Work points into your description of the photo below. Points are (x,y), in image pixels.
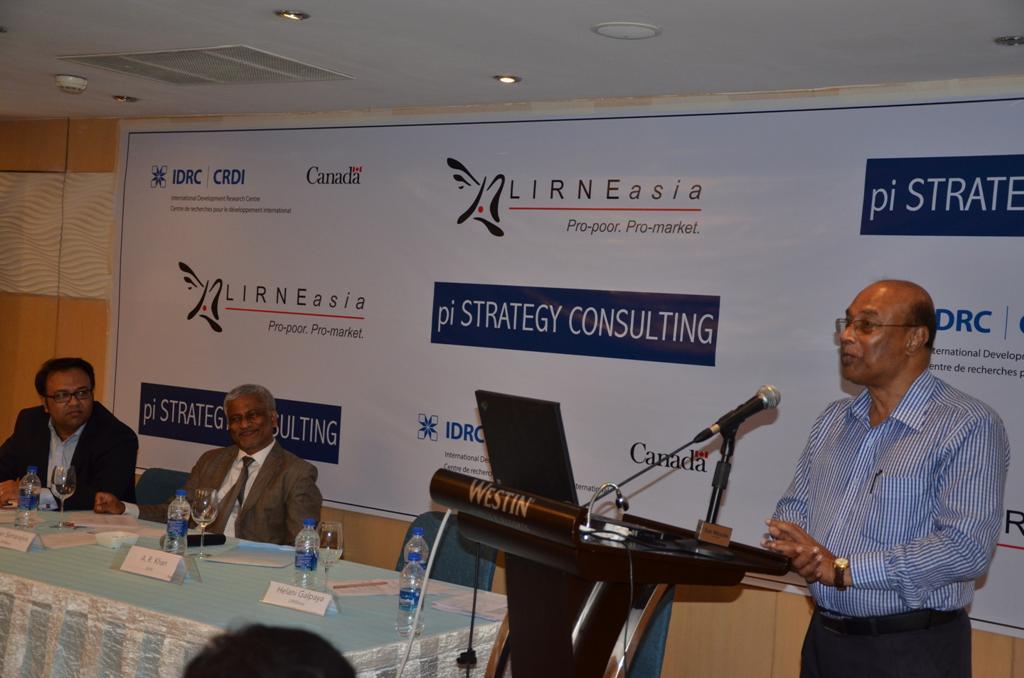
In this image we can see the person (858,535) standing and in front of the podium (536,506) and we can see the microphone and a laptop (560,426) on the podium (474,531). And at the side, we can see there are a few people (226,512) sitting on the chair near the table (327,632), on the table (381,604) there are bottles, glasses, boards (148,567) with text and a few objects (216,544). And at the back (460,273) we can see the banner (561,235) with text (350,328) and logo (260,310) attached to the wall (407,112). At the top (362,59) we can see the ceiling (375,50) with lights (617,25).
